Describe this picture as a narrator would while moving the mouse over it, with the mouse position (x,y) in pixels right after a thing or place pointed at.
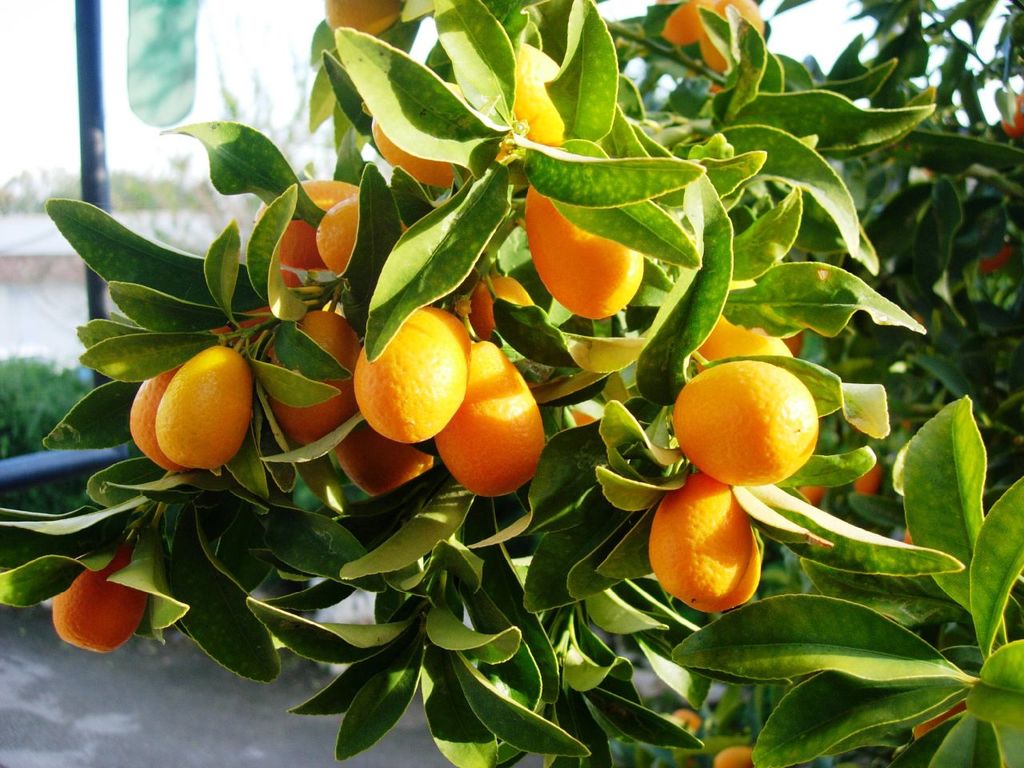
This image consists of a plant (553,433) to which there are oranges (659,506). At the bottom (179,732), there is a road (90,693). The background (89,122) is blurred.
